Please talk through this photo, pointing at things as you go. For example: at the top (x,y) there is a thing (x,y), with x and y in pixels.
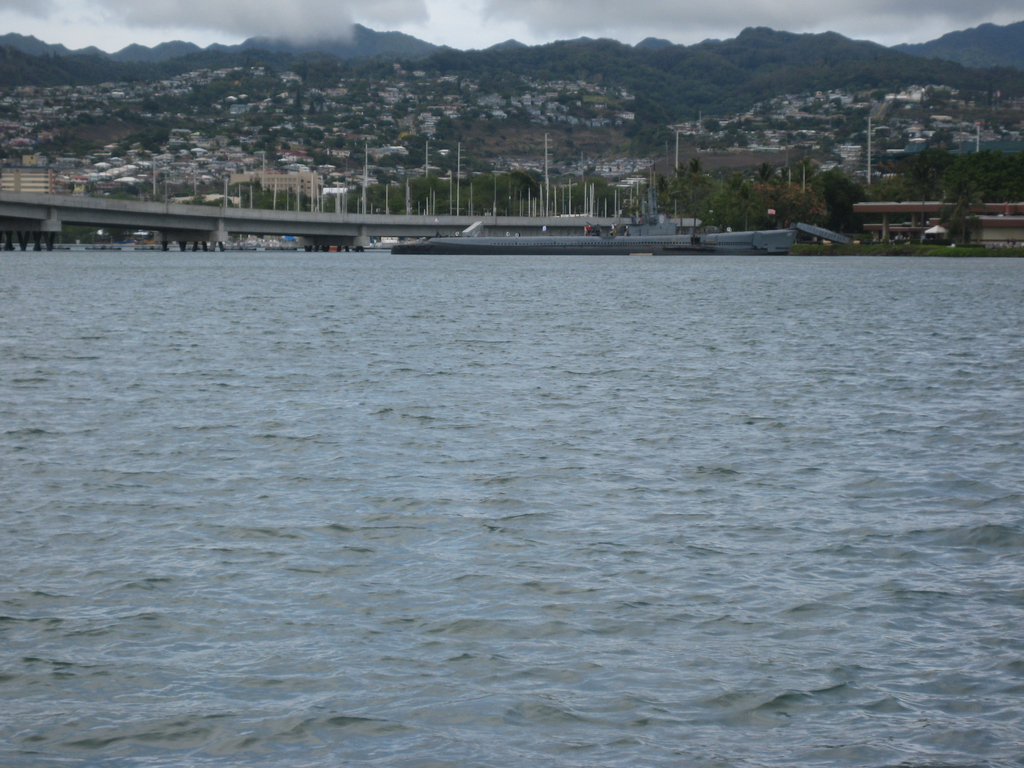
In this image I can see the water (468,479). In the background (306,242) I can see the bridge (336,231), many poles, trees (788,202) and the buildings (203,142). I can also see the mountains (464,93), clouds (746,2) and the sky (731,10).
